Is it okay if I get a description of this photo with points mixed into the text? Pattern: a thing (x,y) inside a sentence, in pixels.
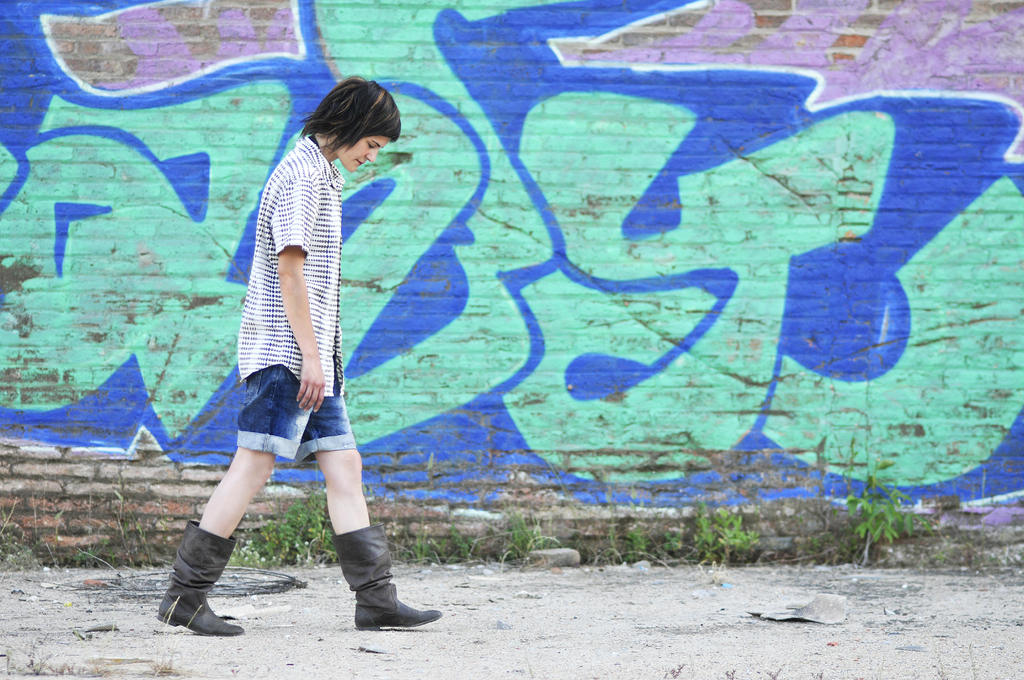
In the background (655,68) we can see the wall (655,52) and painting (680,67) on the wall (903,208). We can see the tiny plants (630,552). In this picture we can see a person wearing boots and walking on the floor (344,605).
